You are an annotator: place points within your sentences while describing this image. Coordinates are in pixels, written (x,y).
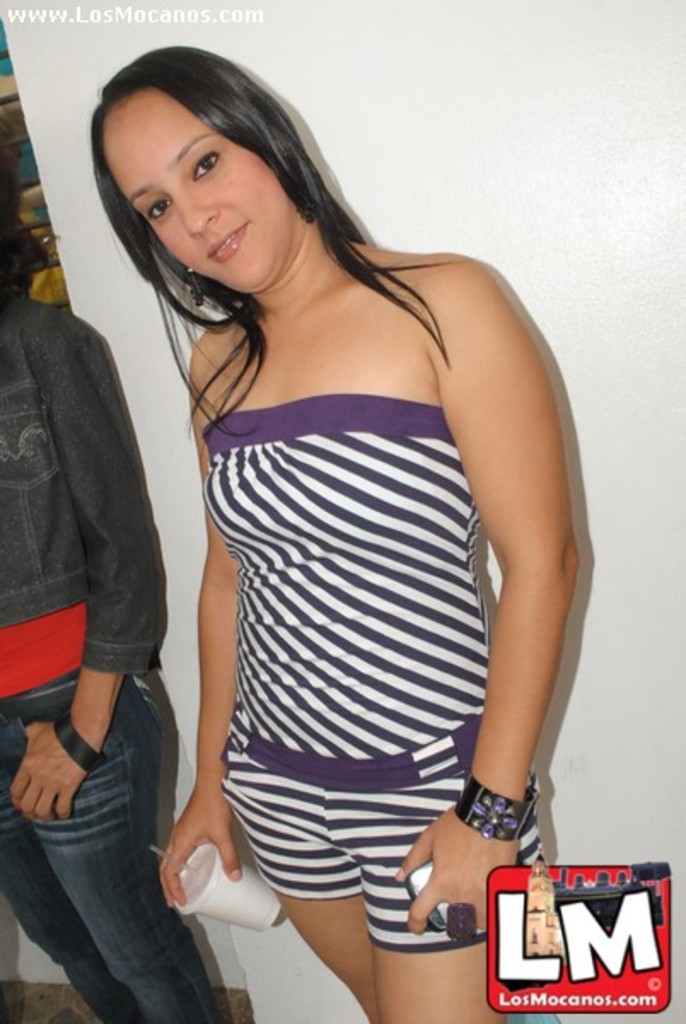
In the picture we can see a woman (479,816) standing near the wall (642,624) holding a glass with the hand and in another hand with a mobile phone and beside her we can see a part of the person (15,488) standing beside her.
